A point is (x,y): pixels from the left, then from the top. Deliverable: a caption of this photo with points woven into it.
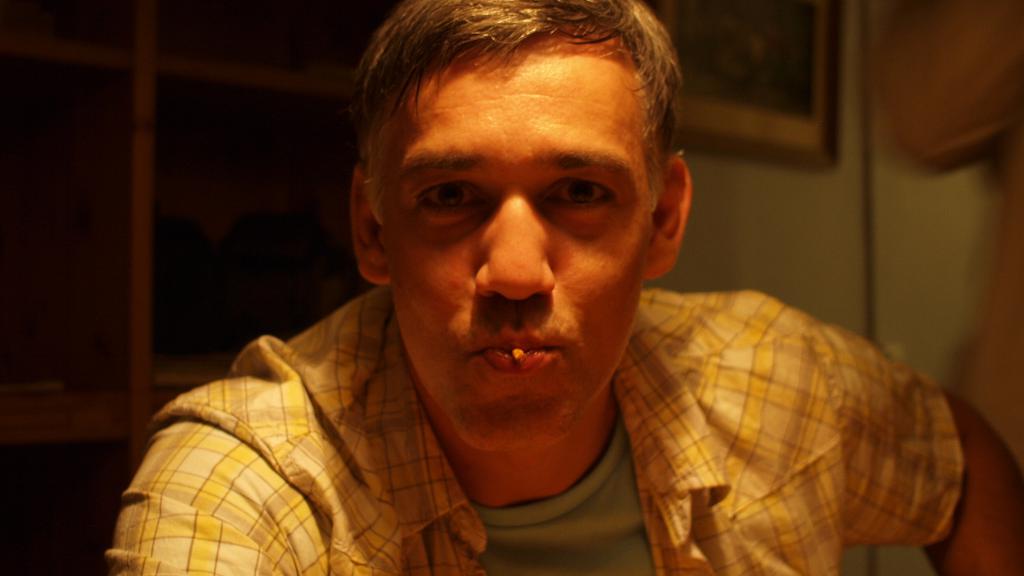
In this image we can see a person (510,297). In the background (821,119) there is a frame (763,101) on the wall (865,110) and objects (939,108).
